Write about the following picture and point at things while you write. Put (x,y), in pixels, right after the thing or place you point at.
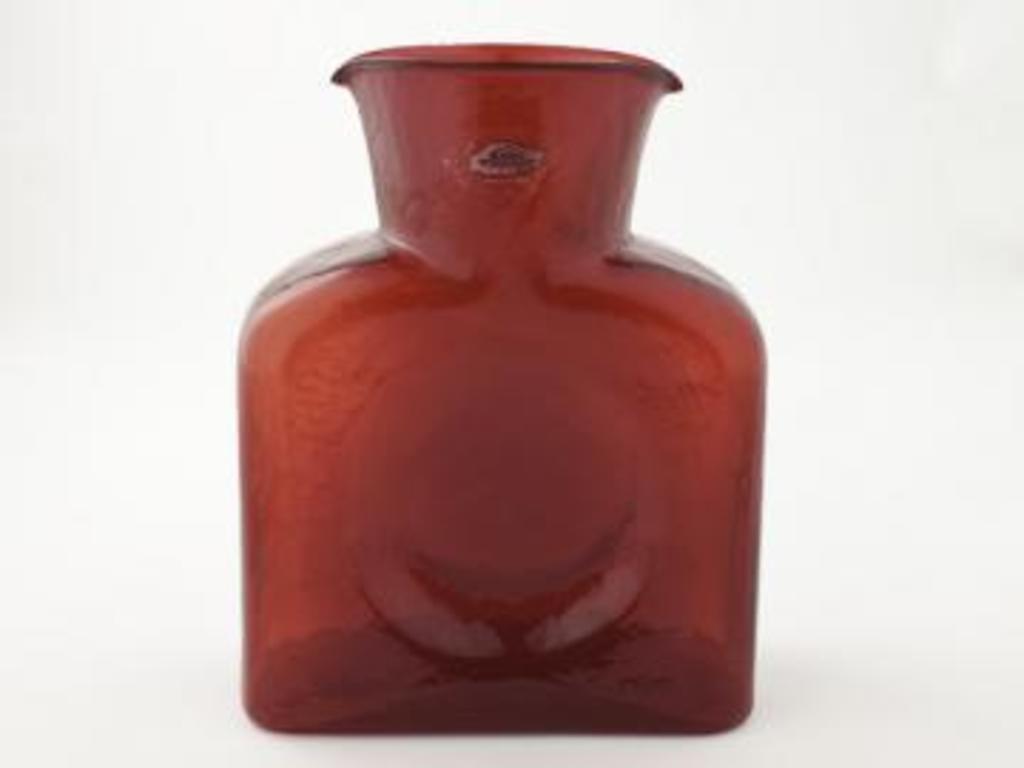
In this image there is a red color glass bottle (603,317). There is a white color background (992,239).
